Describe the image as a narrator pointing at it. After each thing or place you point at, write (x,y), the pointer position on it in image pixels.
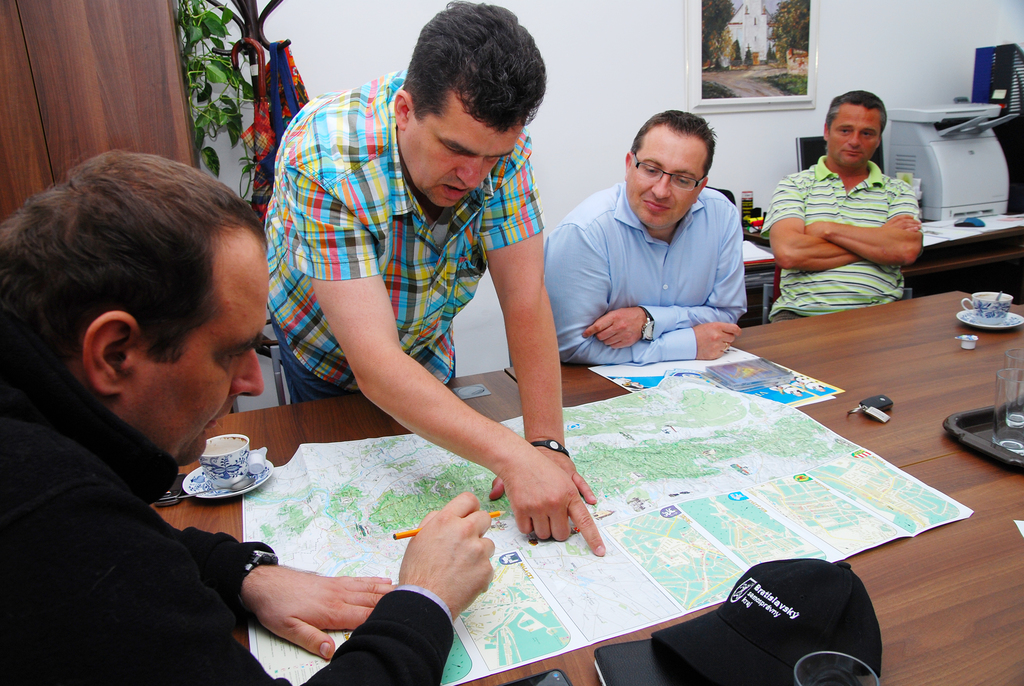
This picture is of inside. On the left (132,276) there is a man (103,602) holding a pencil (421,529) and seems to be sitting on the chair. In the center (625,432) we can see a table (942,584) on the top of which there is a hat (728,624), a book (616,654), a mobile phone (552,675), a map (334,469), a cup (248,454) with a saucer (251,481), some papers (811,394) and some glasses (1007,400) are placed. On the right (835,187) we can see a man (831,252) sitting on the chair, behind him there is another table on the top of which a machine (961,165) is placed and we can see a man (675,203) wearing a blue color shirt (696,264), smiling and sitting on the chair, beside him there is another man (389,128) standing. In the background (337,20) we can see a wall (363,4), umbrella (263,86) hanging on the stand (262,25), a cabinet (150,49) and a picture frame (750,36) hanging on the wall (608,51).
